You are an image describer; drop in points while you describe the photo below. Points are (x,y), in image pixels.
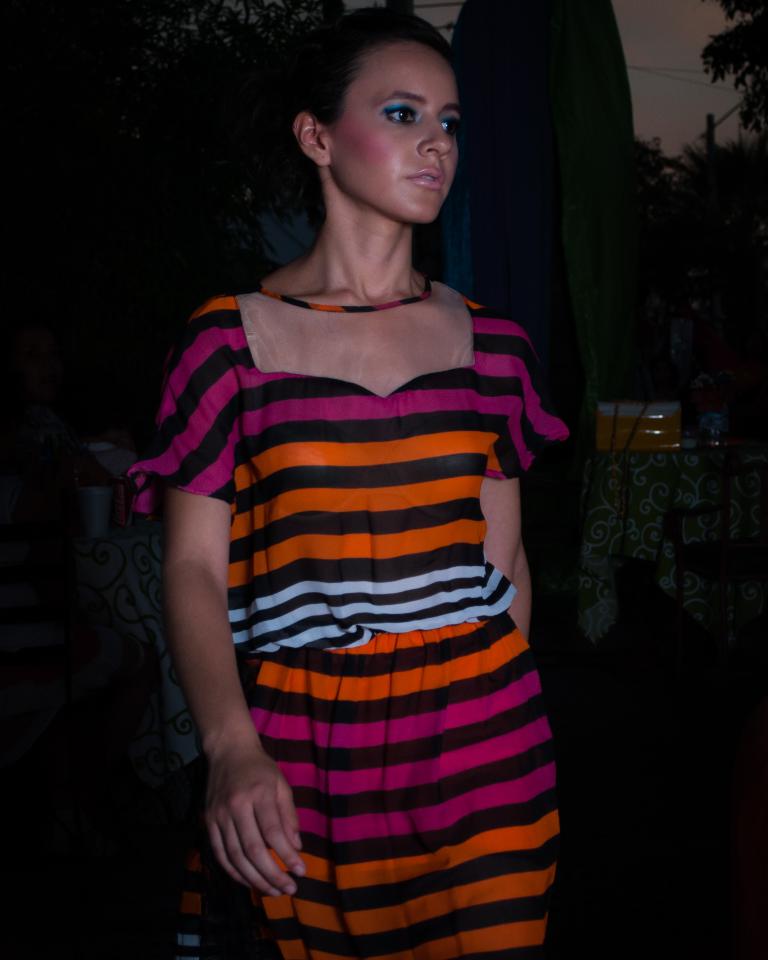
Here we can see a woman (342,635). In the background (262,157) the image is dark but we can see trees (754,167), clothes (596,53), wires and sky (723,104).
